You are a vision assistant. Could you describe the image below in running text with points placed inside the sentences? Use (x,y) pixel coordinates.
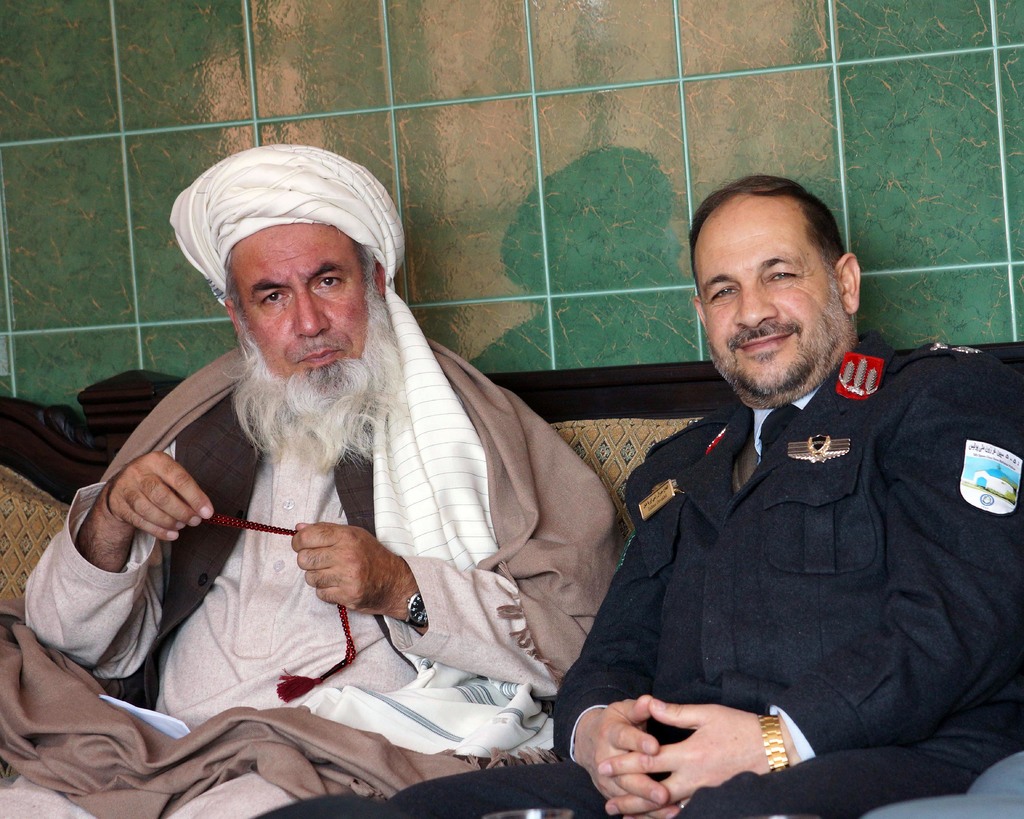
In the image two persons (380,315) are sitting on a couch (531,390) and one (832,223) is smiling. Behind them there is a wall (856,170).
